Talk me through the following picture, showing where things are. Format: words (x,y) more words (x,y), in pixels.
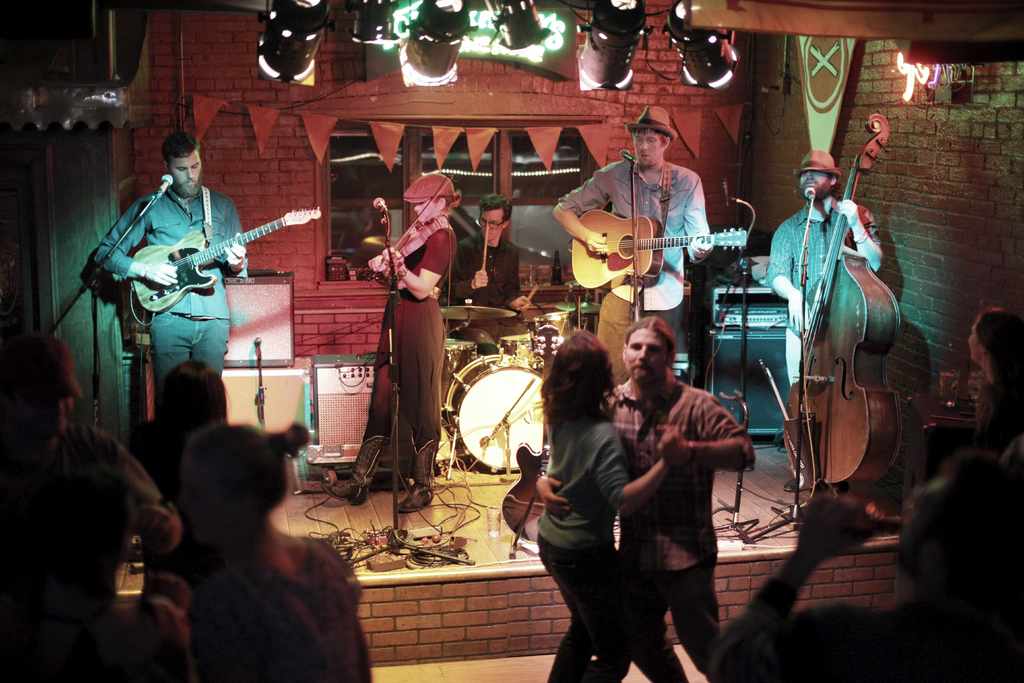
The image is taken inside a building (122,177). There are two men (180,182) playing guitar (228,243). There is a lady (372,446) who is standing. There are people (688,460) who are dancing. There is a mic (634,213). There are lights (445,77). In the background (495,204) there is a man (474,276) playing drums (531,428). There is a window (488,192) and there is a brick wall (958,216).
